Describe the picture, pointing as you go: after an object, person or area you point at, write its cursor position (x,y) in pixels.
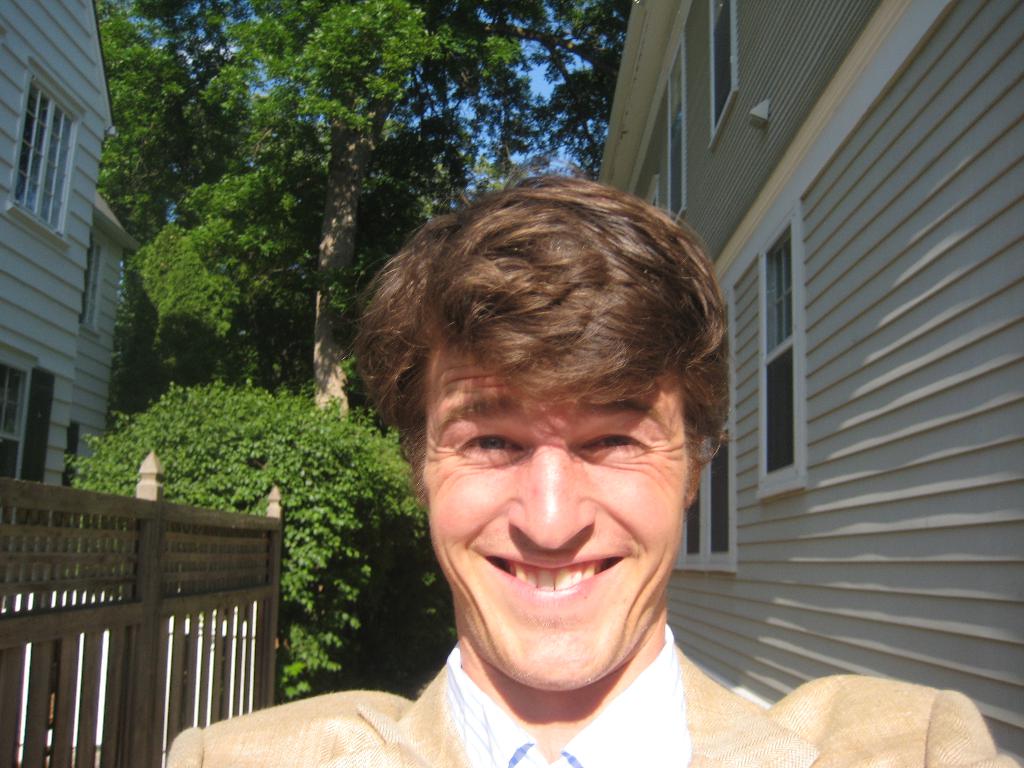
In this picture there is a man (677,735) who is wearing suit (829,730). He is smiling. Beside him we can see wooden fencing (241,616). In the background (358,460) we can see plants (330,596) and trees (410,196). On the left (52,255) there is a building (40,213). On the right (731,41) we can see windows (685,99). Here it's a sky (531,86).
